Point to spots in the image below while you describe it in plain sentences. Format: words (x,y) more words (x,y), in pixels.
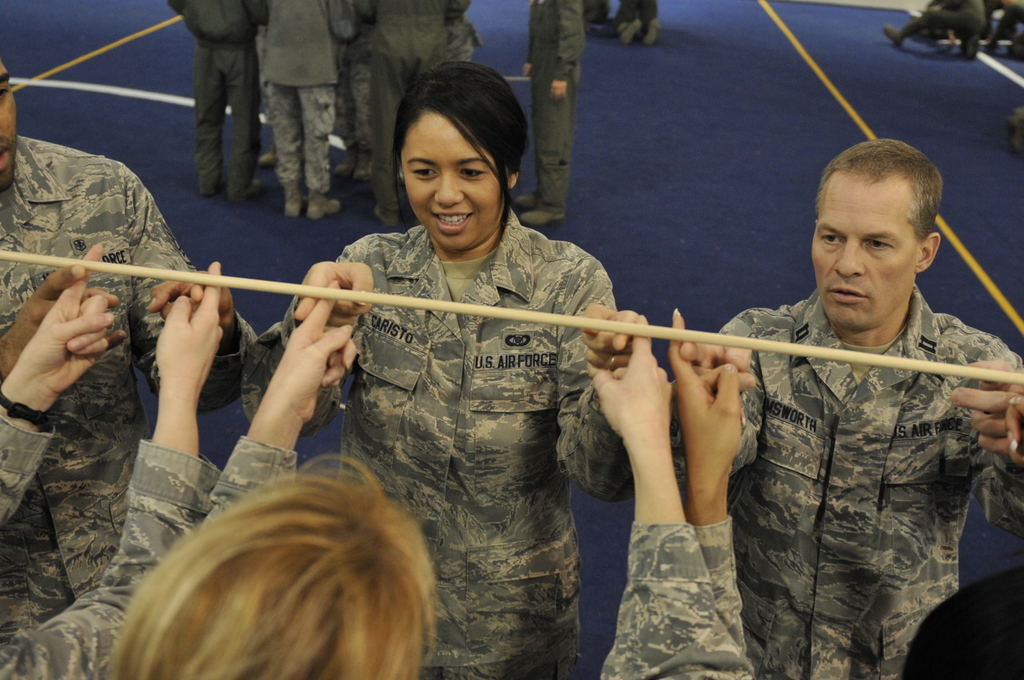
In the picture I can see these people (559,259) are wearing army uniforms (746,540) and standing here. Here we can see a stick (878,364). In the background (990,44), we can see a few more people (292,47) who among few are standing on the blue color ground (714,177) and few are sitting on the ground (749,127).
